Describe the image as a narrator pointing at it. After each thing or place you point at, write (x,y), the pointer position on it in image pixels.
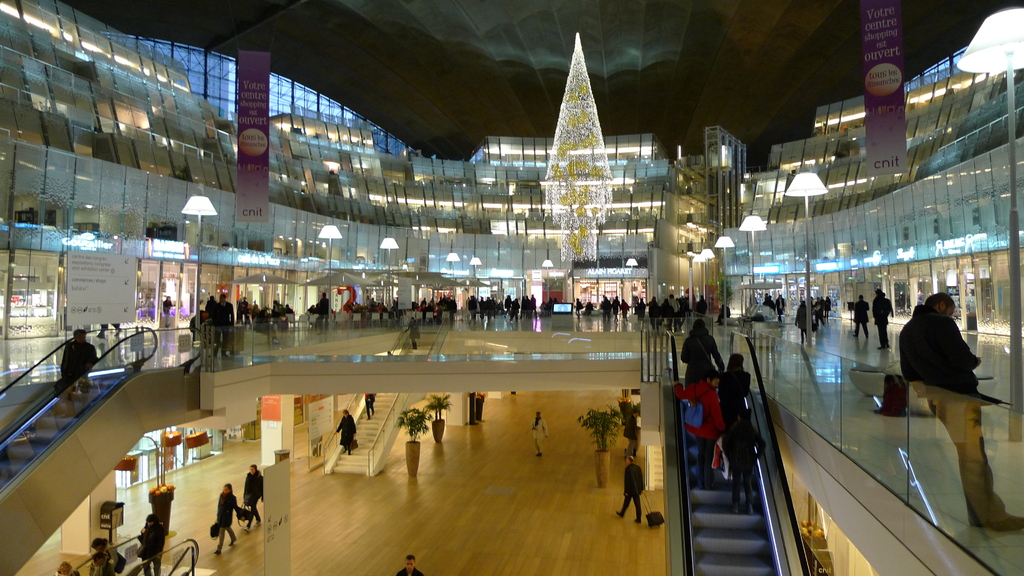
In the picture I can see the interior (398,477) of the mall (465,488) and there are few people (633,496) standing and there are few other persons (750,429) on escalator (49,452) and there is a person (945,352) standing in the right corner (934,371) and there are few other persons (514,300) in the background (528,302) and there are few glasses (153,179) on either sides of them and there is a jhoomar (561,113) attached to the roof (602,73) above them.
